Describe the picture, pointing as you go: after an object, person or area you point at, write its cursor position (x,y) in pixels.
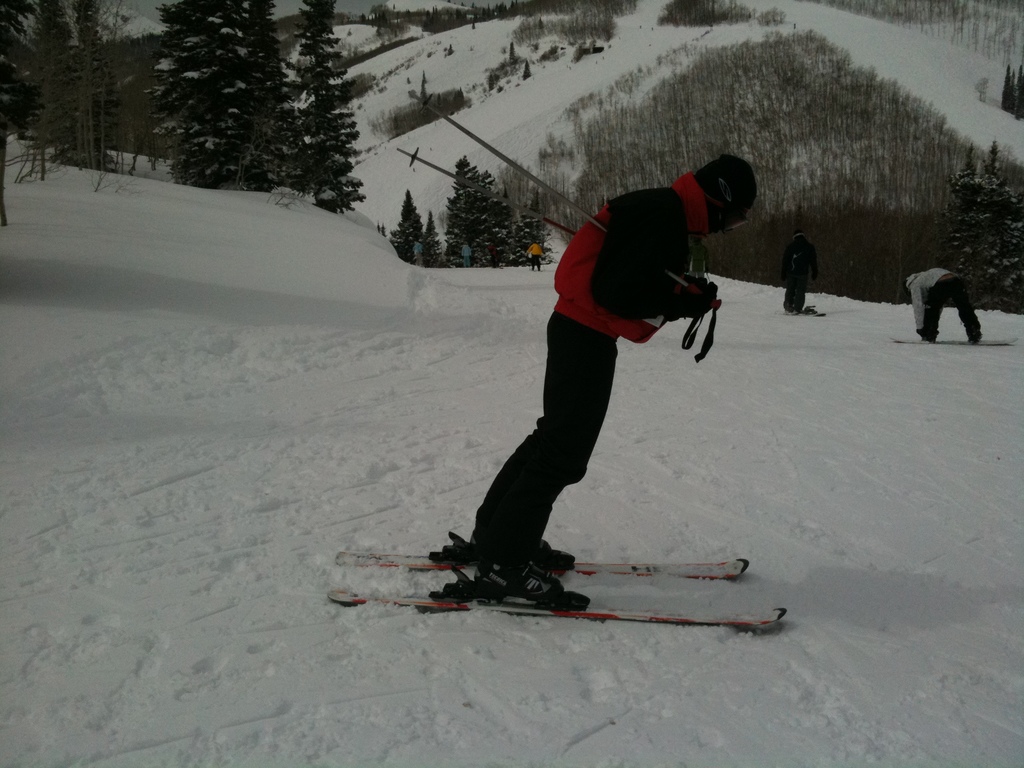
In this picture we can see a person (651,223) holding sticks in his hands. He is standing on the ski boards (430,600). We can see a few people (916,289) in the snow (843,310) on the right side (928,283). There are a few trees (291,142) visible in the background (974,8).
